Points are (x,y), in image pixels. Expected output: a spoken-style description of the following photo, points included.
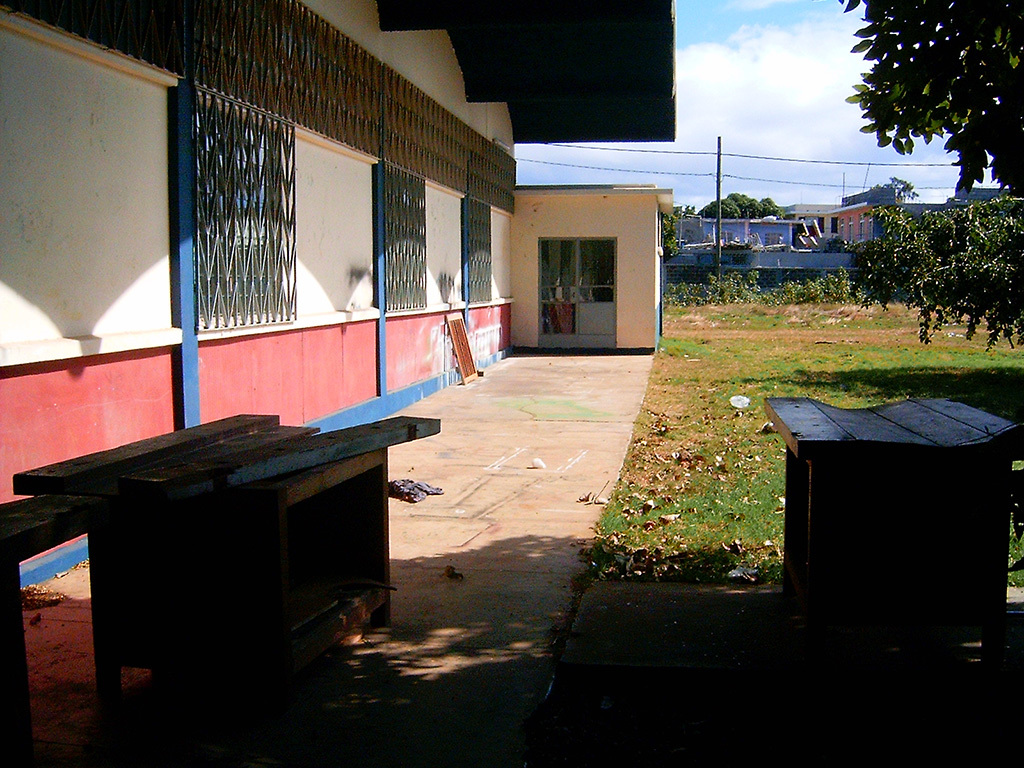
In this image few wooden furnitures (127,508) are on the floor (480,648). Left side (302,313) there is a wall (181,296) having a fence (401,296). Right side (1012,160) there is a tree (1011,140). Background (854,236) there are few buildings (865,223) and trees (792,287). Middle of the image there is a pole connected with few wires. Top of the image (757,104) there is sky (782,108).
